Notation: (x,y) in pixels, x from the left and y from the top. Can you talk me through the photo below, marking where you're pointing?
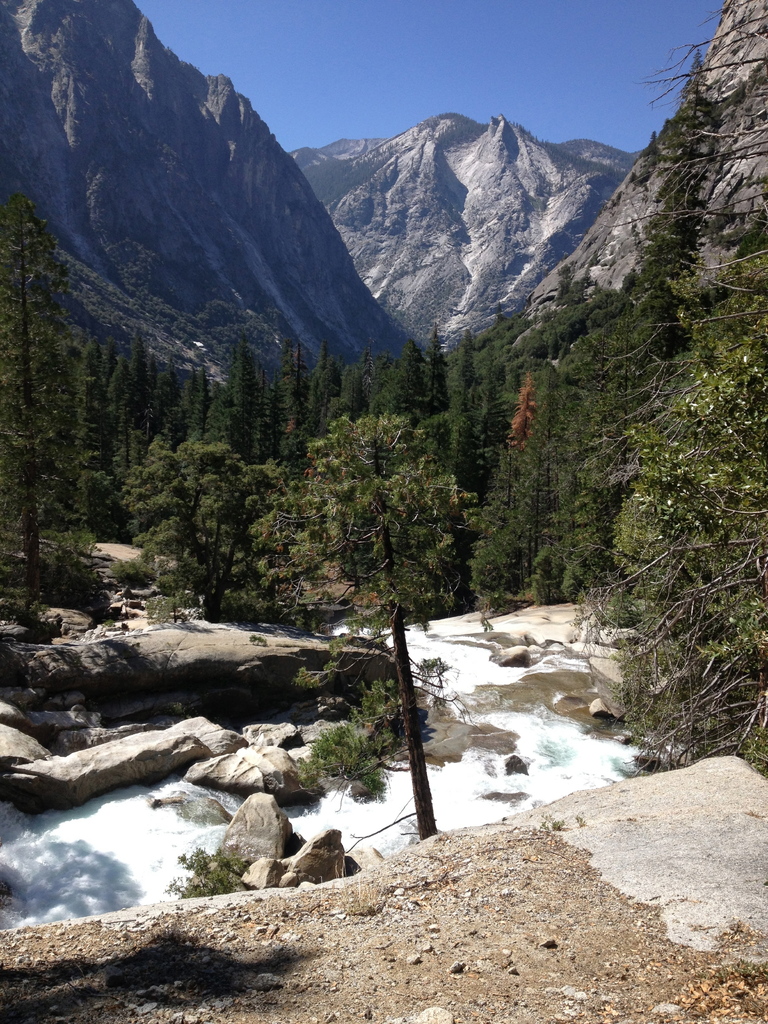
In this image we can see flowing water (413,807) on the rocks (246,824), in the background of the image (488,451) we can see trees (359,401) and mountains (525,217).
